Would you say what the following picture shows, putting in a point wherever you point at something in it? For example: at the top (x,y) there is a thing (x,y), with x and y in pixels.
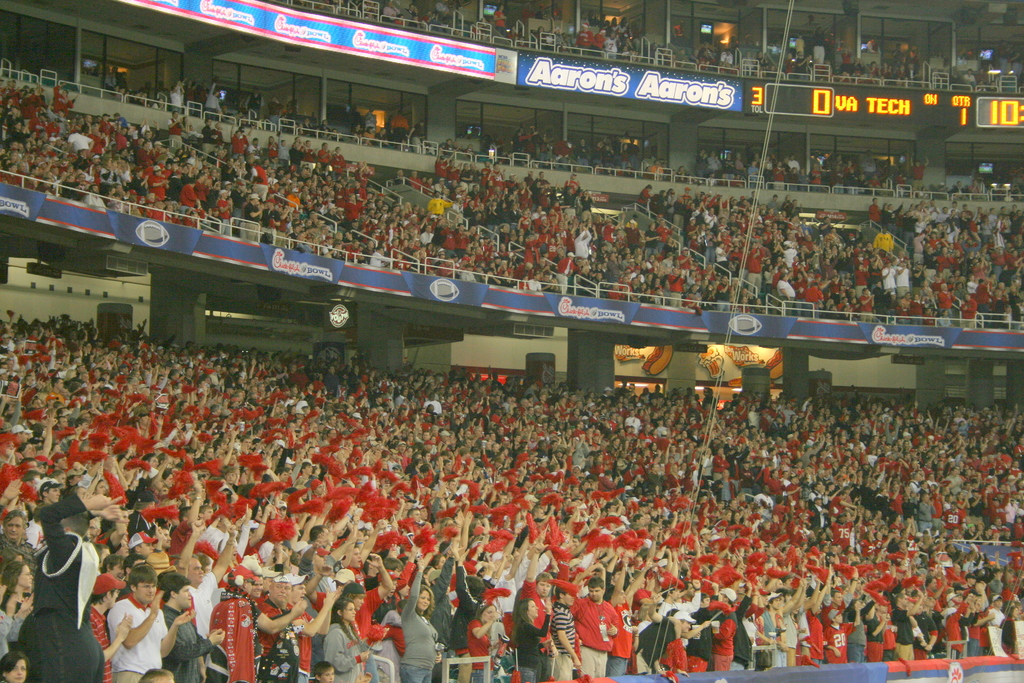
In this picture I can see there are a huge number of audience (499,440) and they have a red cloth (614,542) in their hands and I can see there are some banners (676,94) and screens (830,93).
